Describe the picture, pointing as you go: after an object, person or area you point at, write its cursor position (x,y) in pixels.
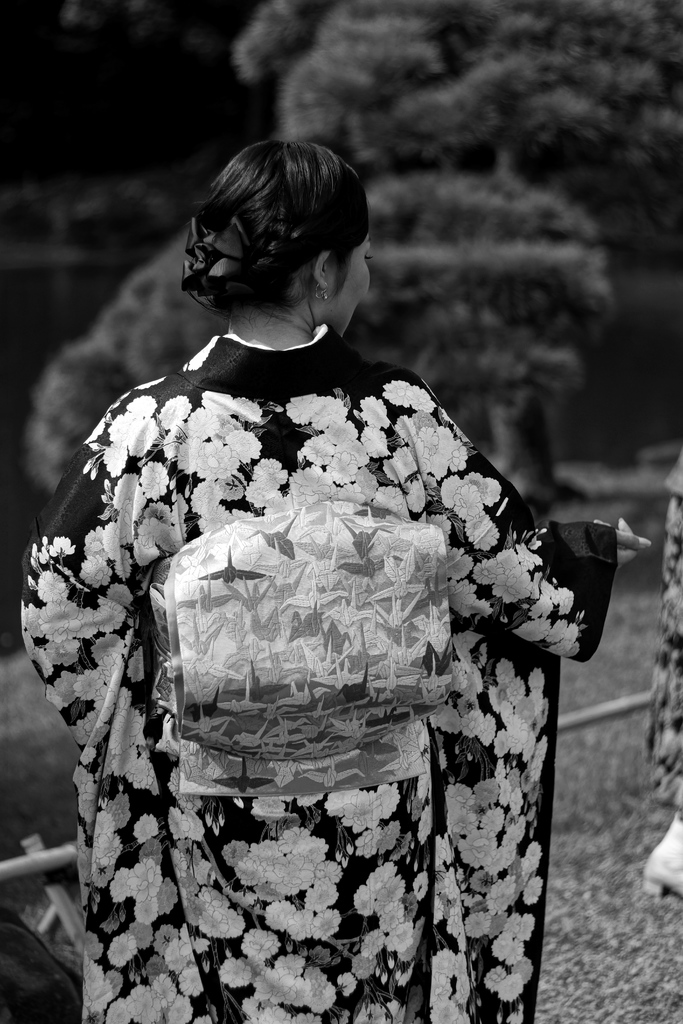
In this picture we can see a woman (410,742) is standing in the front (383,703), in the background (464,387) there are trees (554,109), it is a black and white image.
